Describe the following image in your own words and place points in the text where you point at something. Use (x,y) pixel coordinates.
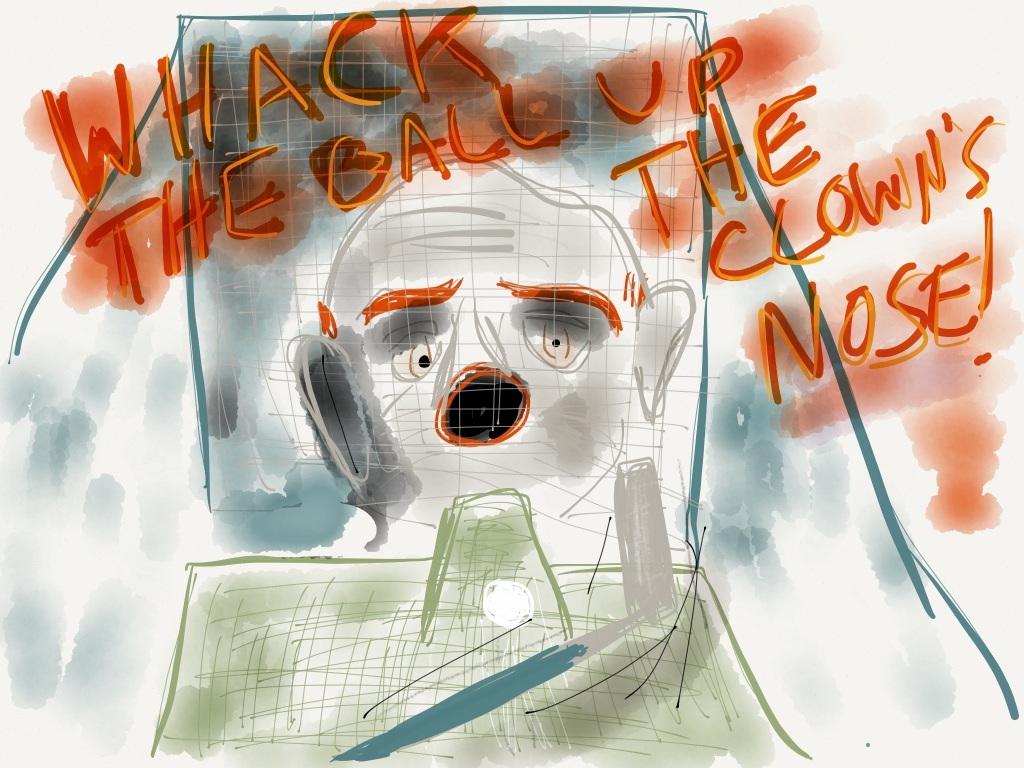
Here, we can see a painting (922,553) and there is some text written on the painting (774,464).
